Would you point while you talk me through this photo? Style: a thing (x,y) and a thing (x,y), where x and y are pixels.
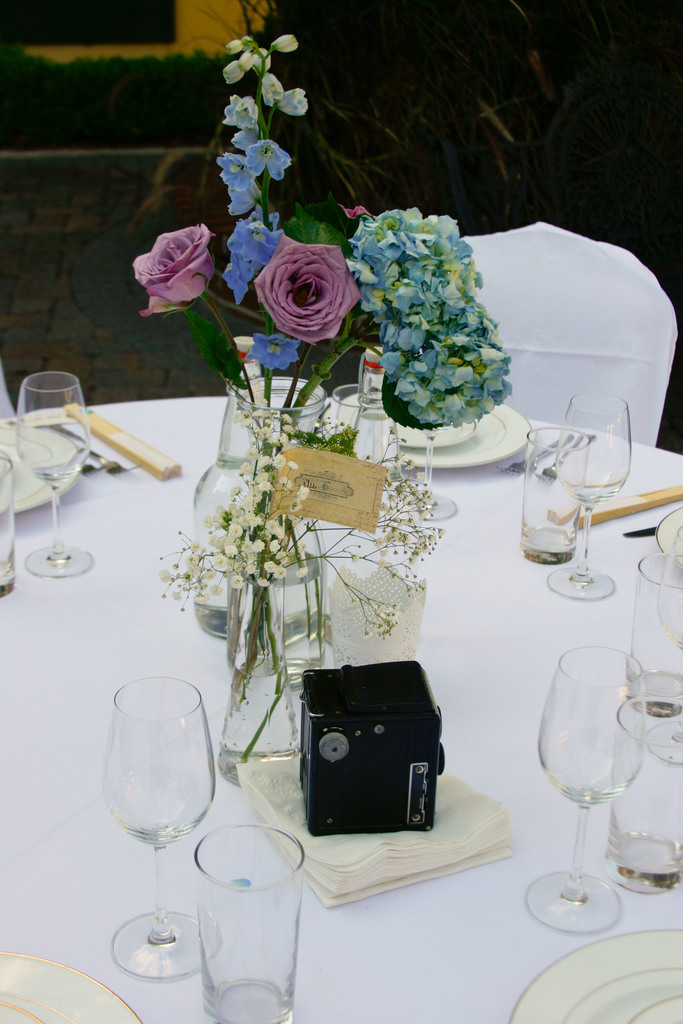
On this table (464,601) there are flowers (350,275) with vase (276,491), glasses (41,441), tissue papers (468,815) and plates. We can able to see chairs (553,231) and plants (362,98).
